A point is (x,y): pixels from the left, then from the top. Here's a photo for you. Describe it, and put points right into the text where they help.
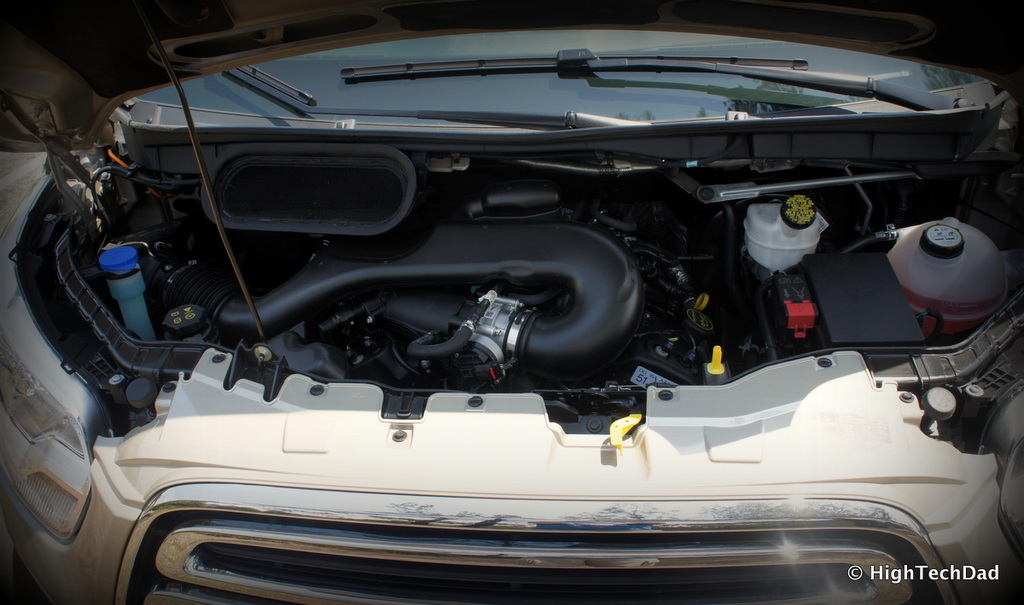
In this image there is a car (640,544). The front part (212,529) of the car (24,222) is captured in the image. The bonnet (362,18) of the car (798,21) is open. Below to it there are wipers (296,107) on the glass (300,84). There are machines (511,260) inside the car (501,243). At the bottom (236,584) there is the bumper (90,556). In the bottom right (889,579) there is text (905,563) on the image.
